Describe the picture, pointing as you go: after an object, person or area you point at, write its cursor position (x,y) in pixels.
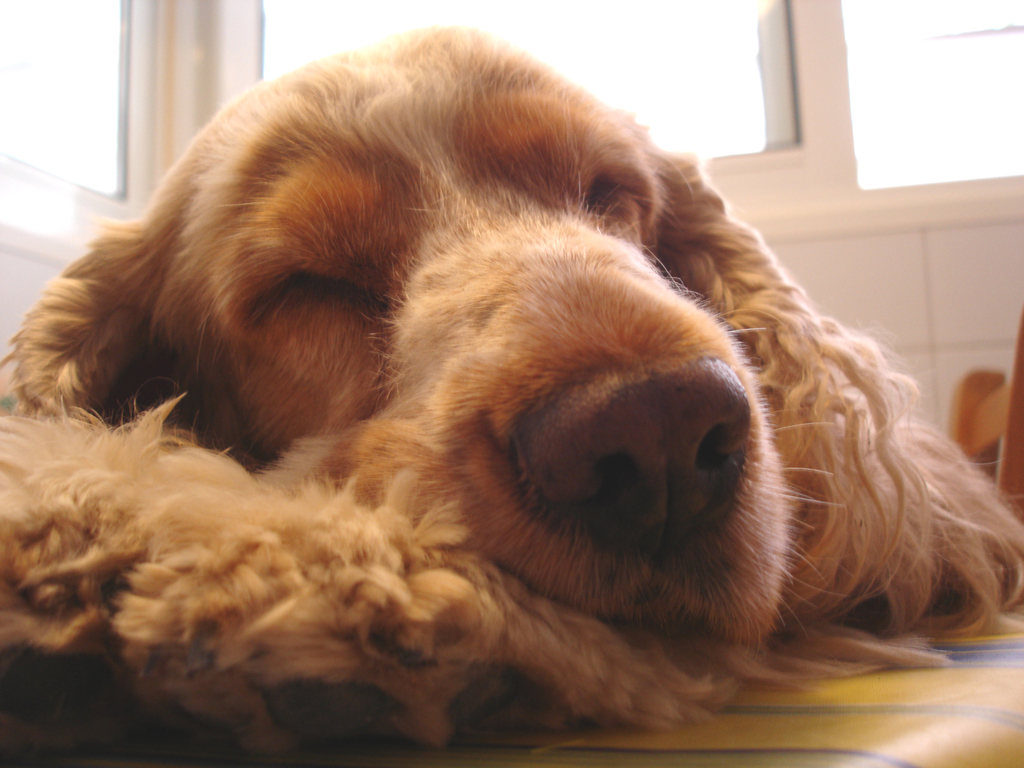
In this image there is a dog (535,452) sleeping on an object (903,708), there is chair (974,394) truncated towards the right of the image (1001,417), there is a wall (894,311) truncated towards the right of the image (887,293), there is a wall (27,274) truncated towards the left of the image (14,257).
